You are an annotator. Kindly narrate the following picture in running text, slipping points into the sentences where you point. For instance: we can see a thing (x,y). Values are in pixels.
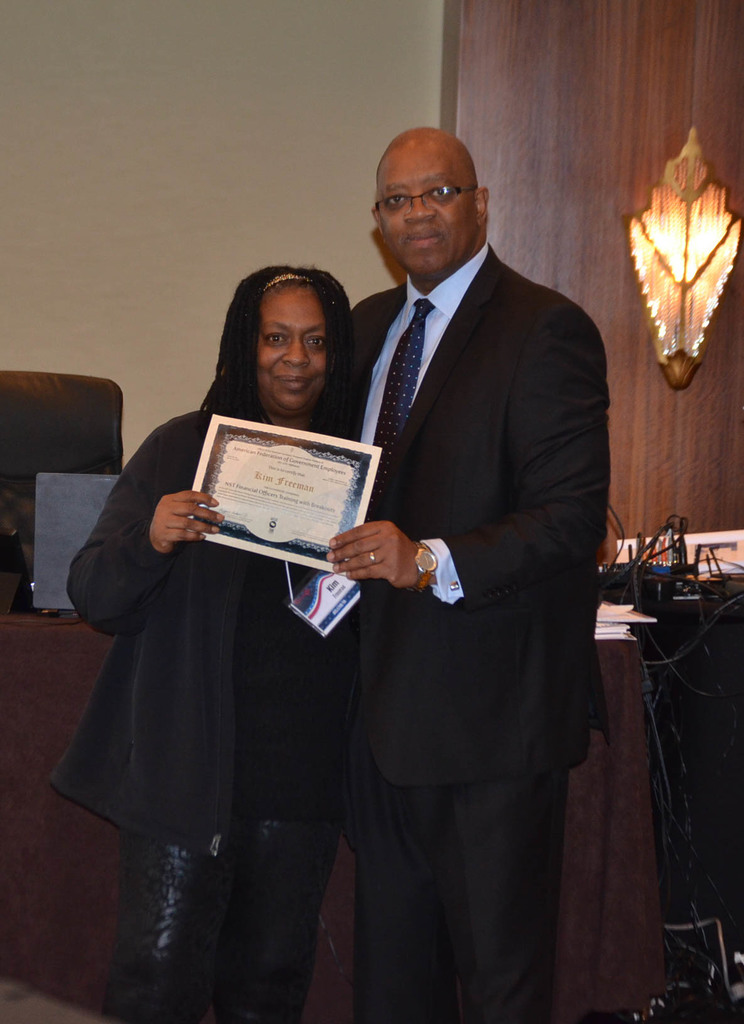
In the image there is a man (393,674) and a woman (180,661). Both are holding a certificate (257,549) together, behind them there is a table (18,664) and on the table (4,616) there are some gadgets (42,527), books (626,622) and wires (649,693). In the background (105,99) there is a wall (228,142) and beside the wall (191,85) there is a lamp (700,251) fixed to a wooden surface (570,172).
